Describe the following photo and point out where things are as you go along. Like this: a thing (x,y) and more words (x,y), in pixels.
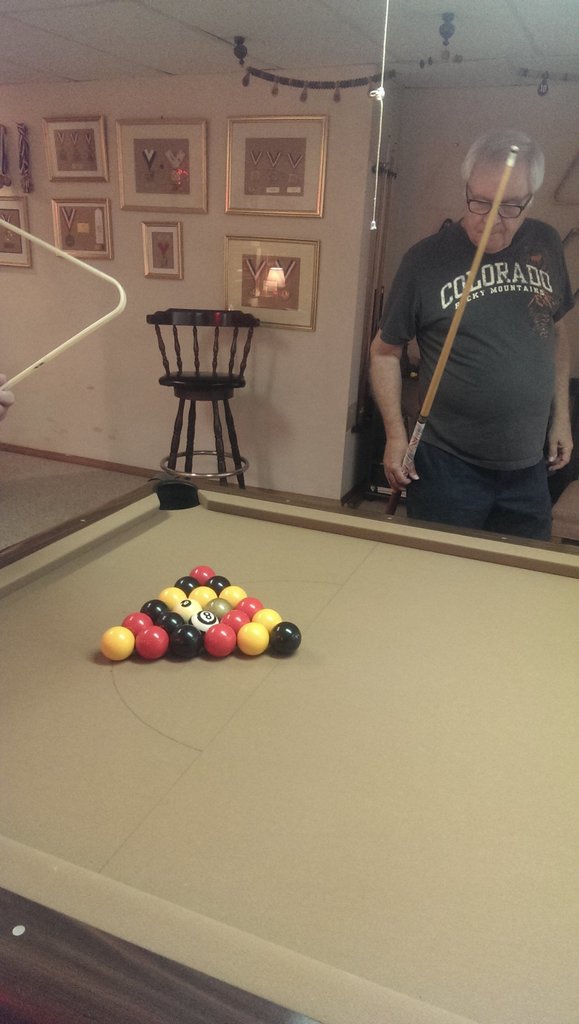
A man (479,328) is holding a stick (462,307). On the snookers board (394,613) there are some balls (217,636). To the wall (281,411) there are some photo frames (3,213). There is a chair (209,373) to the wall (204,336).
